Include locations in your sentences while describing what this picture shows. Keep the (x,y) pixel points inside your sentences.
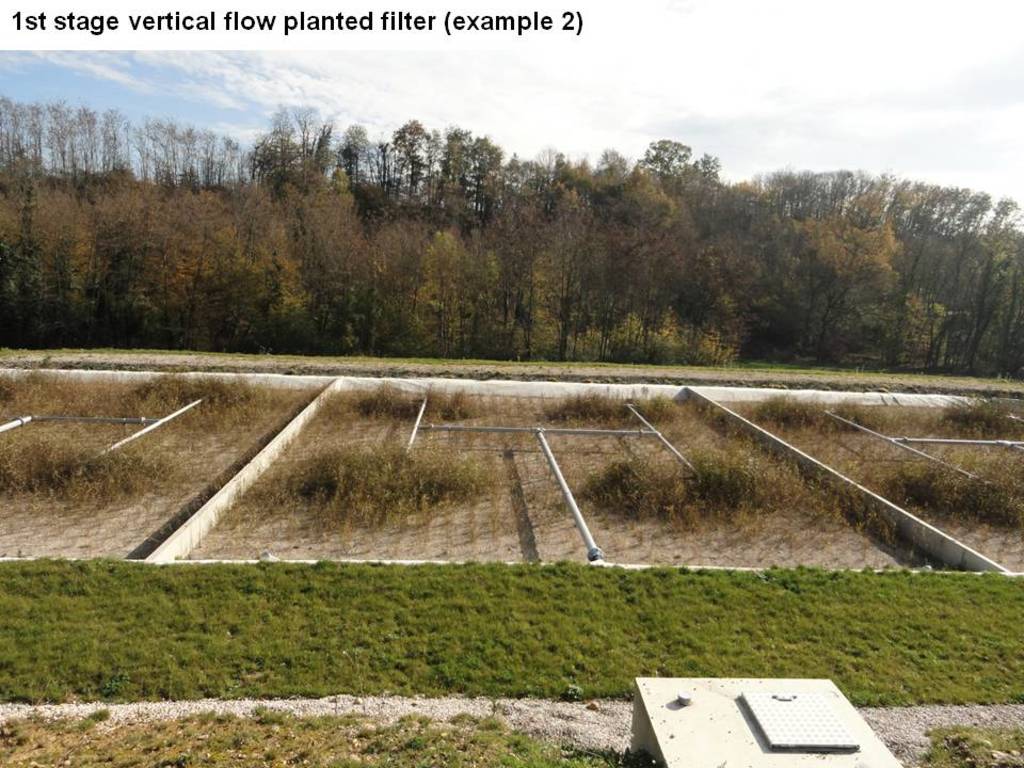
In this image I can see a land (816,436), on the land (130,435) I can see grass (85,448) and at the top (239,199) I can see trees (414,199) and the sky (703,69).
